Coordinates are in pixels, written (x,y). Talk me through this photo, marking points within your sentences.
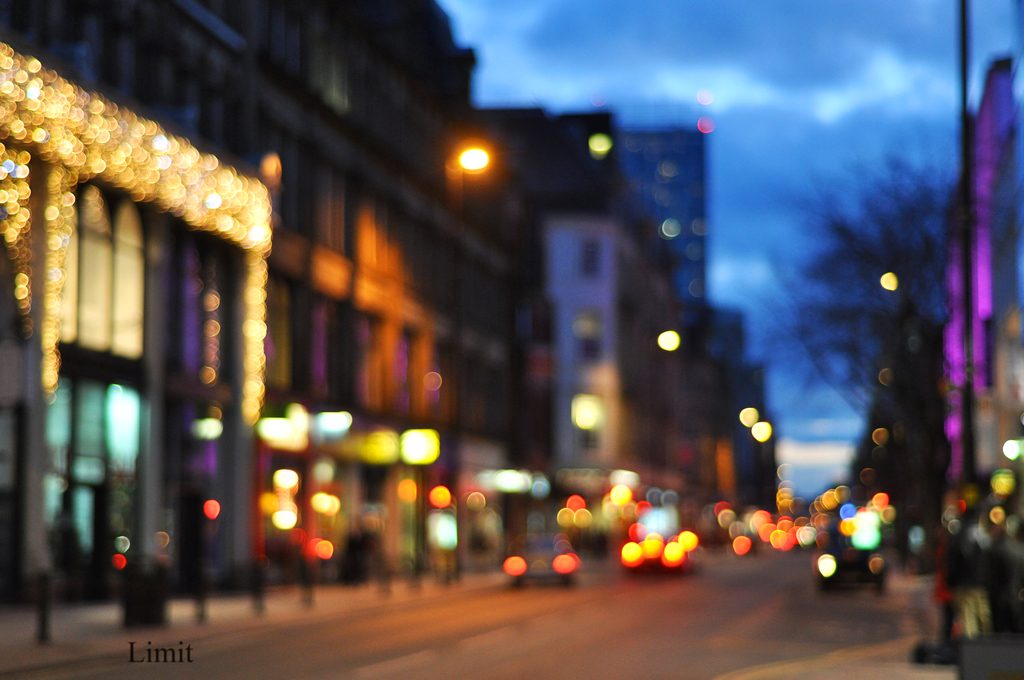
This image is blurred in the image we can see there are many buildings (492,275), vehicles (632,534) and lights (155,195). There is a road (446,623), tree (876,310) and a cloudy sky (723,178). This is a watermark (164,649).
